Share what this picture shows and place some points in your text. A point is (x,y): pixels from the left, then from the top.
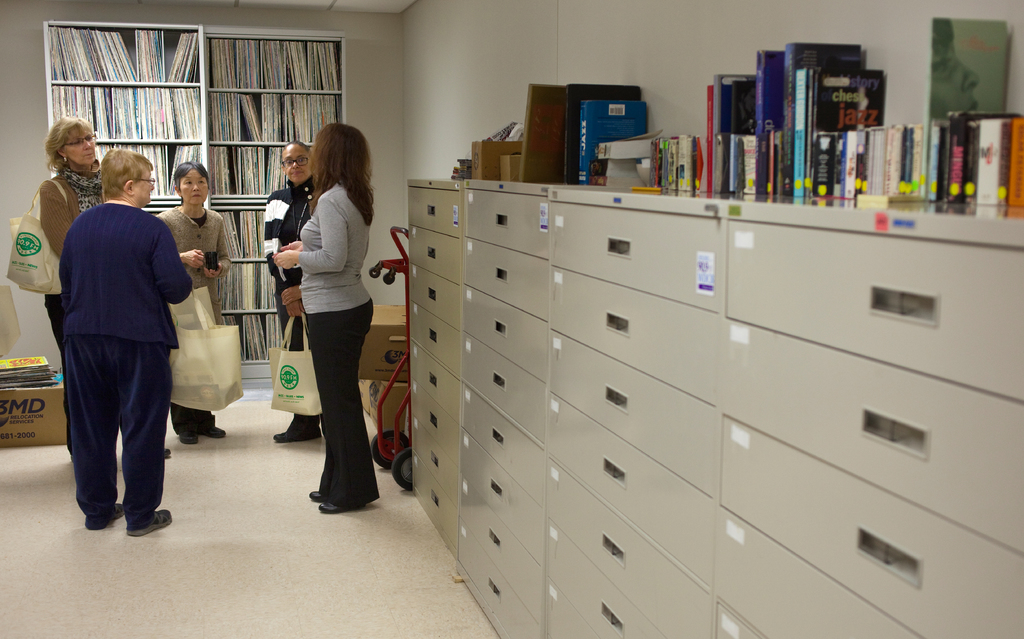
In this image we can see some people (213,247) standing and holding bags (225,368) in their hands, behind them there is a cupboard (247,91) with some books (241,162) and a box (390,375), in the right side of the image (687,268) there are drawers (873,331) and books (581,136) on the drawer (427,185).
